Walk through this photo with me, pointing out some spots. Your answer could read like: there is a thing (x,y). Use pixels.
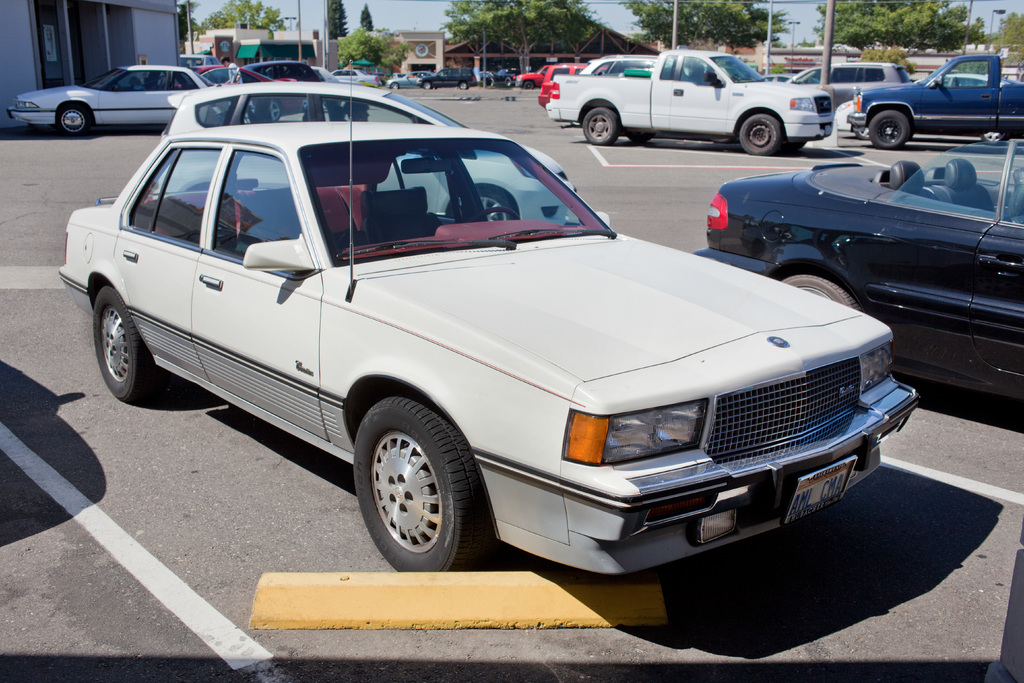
It is a car (437,389) in white color parked on the road (79,166) and beside it there are few other vehicles (1007,191) that are parked on the road (744,173). These are the green color trees (510,25).
